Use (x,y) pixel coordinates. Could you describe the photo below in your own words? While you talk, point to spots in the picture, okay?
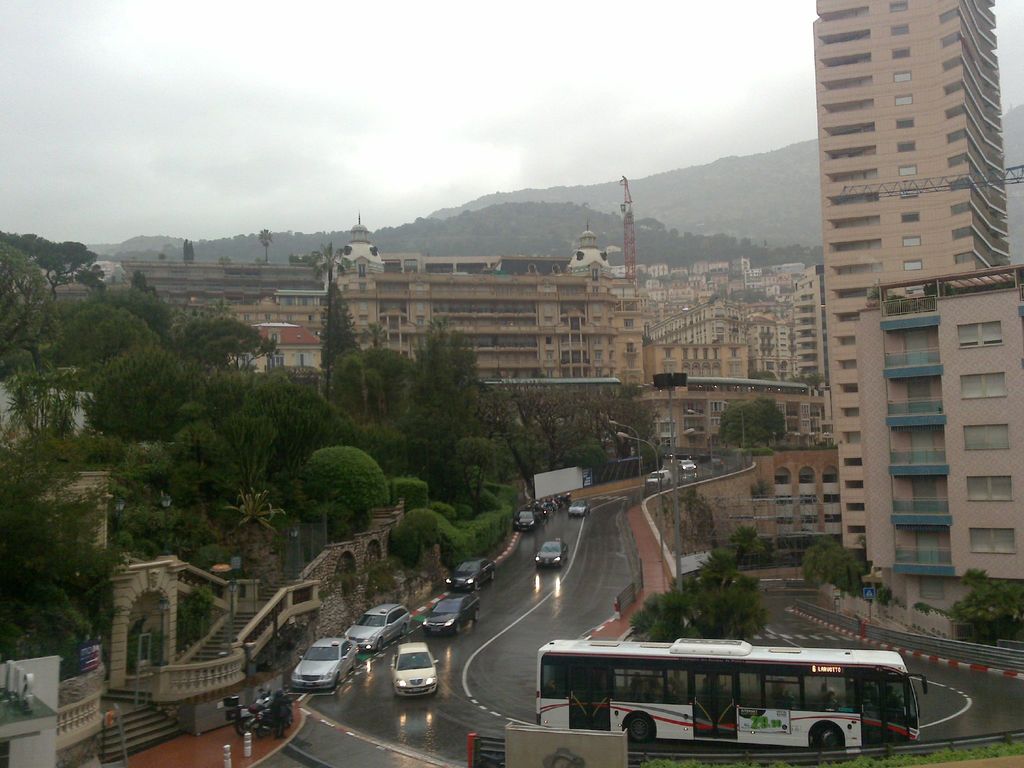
This image is clicked from top view. In this image, we can see many cars (410,652) and a bus (636,703) on the road (459,674). On the left (179,409), there are trees (392,468). In the background (546,217), there buildings (450,261) and mountains (755,215). At the top (251,104), there are clouds (230,105) in the sky (498,120).
